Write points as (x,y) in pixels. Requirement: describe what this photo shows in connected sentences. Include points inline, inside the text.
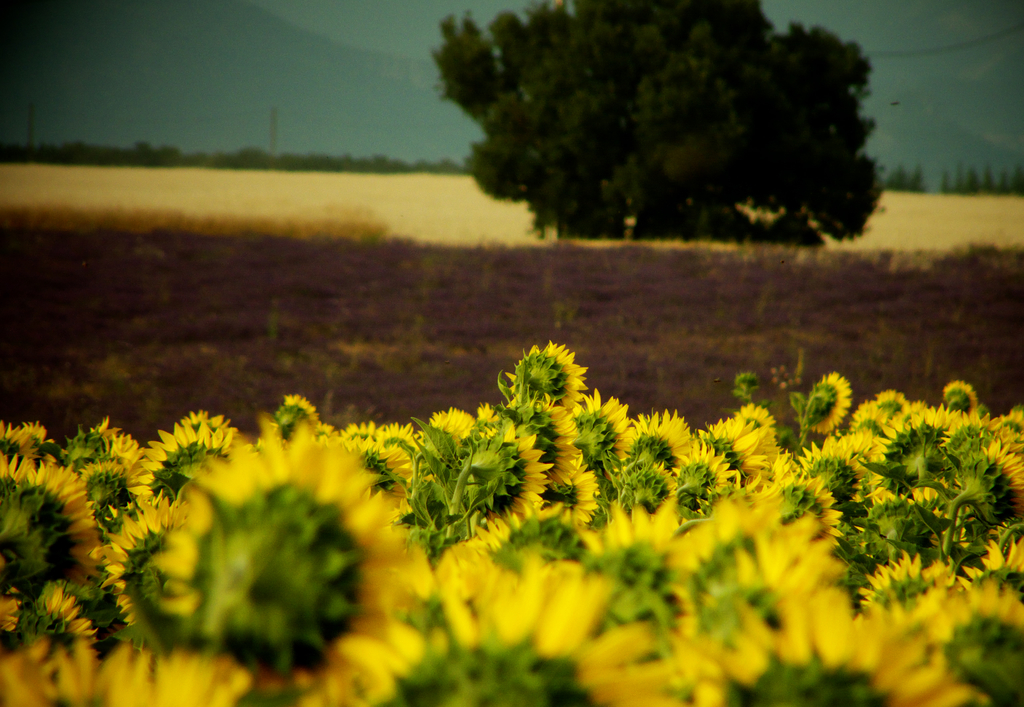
In the image we can see there are sunflowers (550,520) on the ground (667,326) and there is a land (569,301) which is covered with purple plants (440,322). Behind there is a tree (583,107).
